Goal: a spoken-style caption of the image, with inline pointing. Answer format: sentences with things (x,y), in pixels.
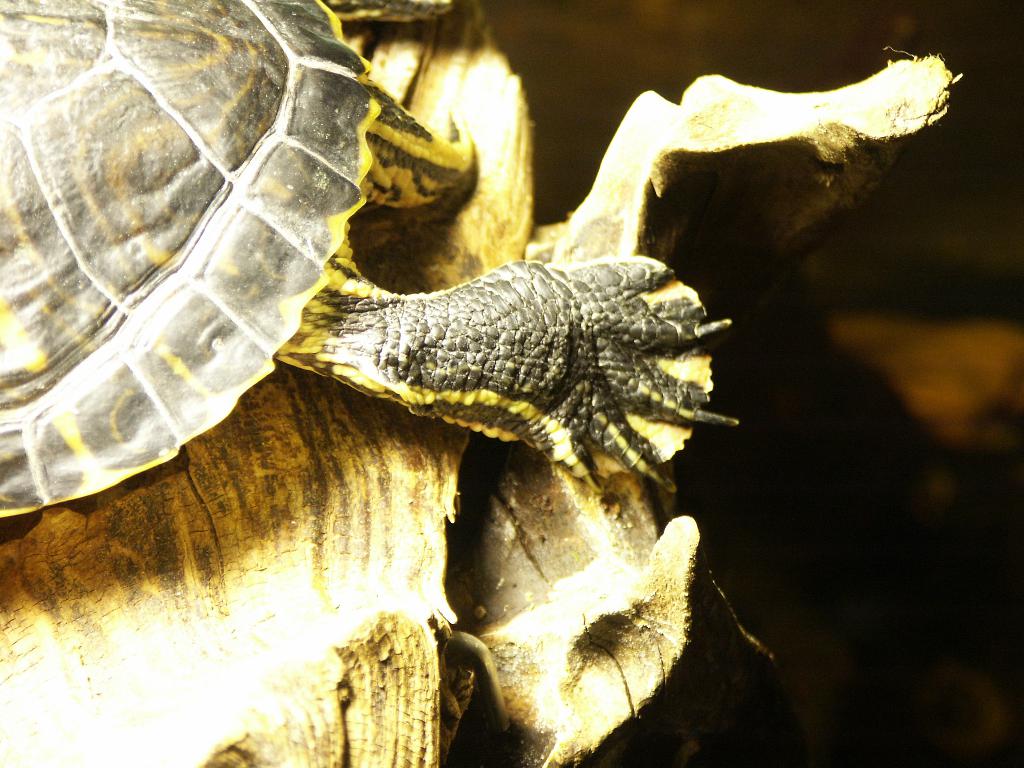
On the left side of the image (304,520) we can see one wooden object (369,481). On the wooden object (332,421), we can see one tortoise (160,164). In the background (586,154), we can see it is blurred.
